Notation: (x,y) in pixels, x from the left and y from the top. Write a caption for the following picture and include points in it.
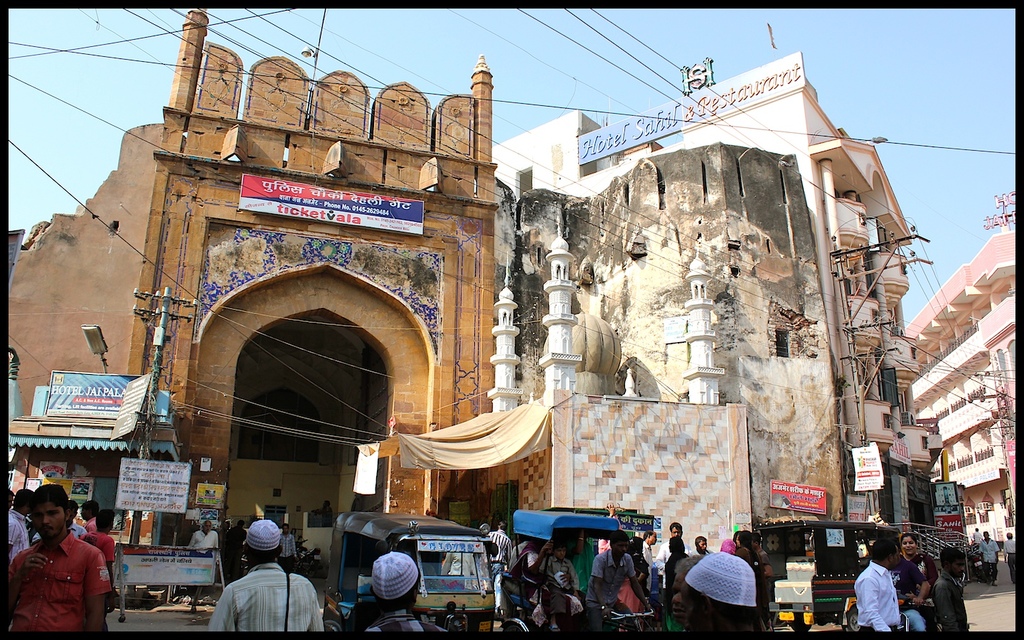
In this picture I can see few buildings (647,292) and few boards (313,202) with some text (712,112) and I can see few people (985,562) are standing and few are walking and I can see few vehicles (490,615) on the road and few poles (880,270) and I can see blue sky (578,69).
